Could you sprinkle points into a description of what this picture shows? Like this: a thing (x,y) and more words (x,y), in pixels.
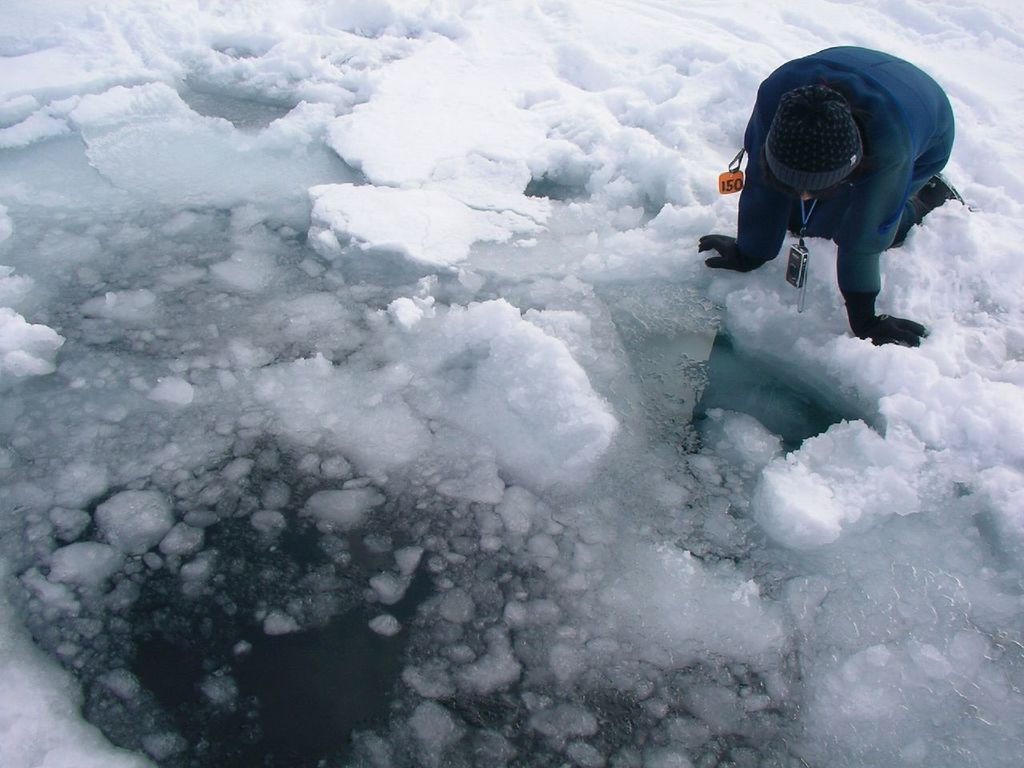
In this image there is ice (566,507) in the middle (549,292). On the right side (846,129) there is a person (844,144) who is kneeling down in the snow (747,317) and looking at the ice water (750,395).
